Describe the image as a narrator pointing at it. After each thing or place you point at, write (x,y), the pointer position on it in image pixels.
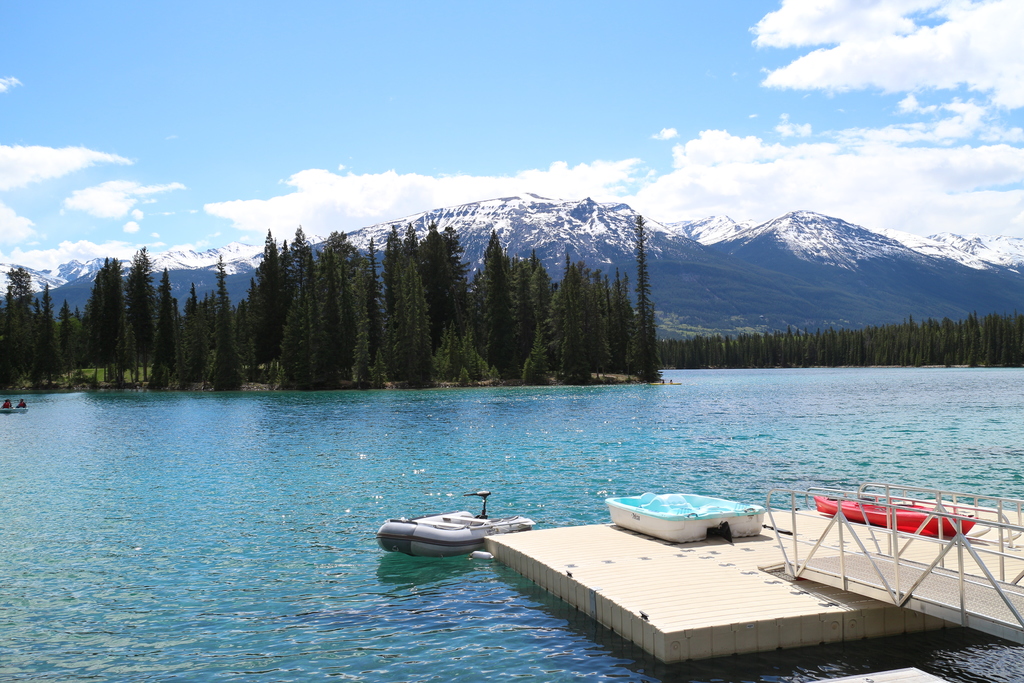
In this picture I can observe a river (401,480). There is a boat (428,541) floating on the water (405,508). I can observe some trees (693,345) in this picture. In the background (601,231) there are mountains (475,230) and some clouds (988,203) in the sky (299,109).
